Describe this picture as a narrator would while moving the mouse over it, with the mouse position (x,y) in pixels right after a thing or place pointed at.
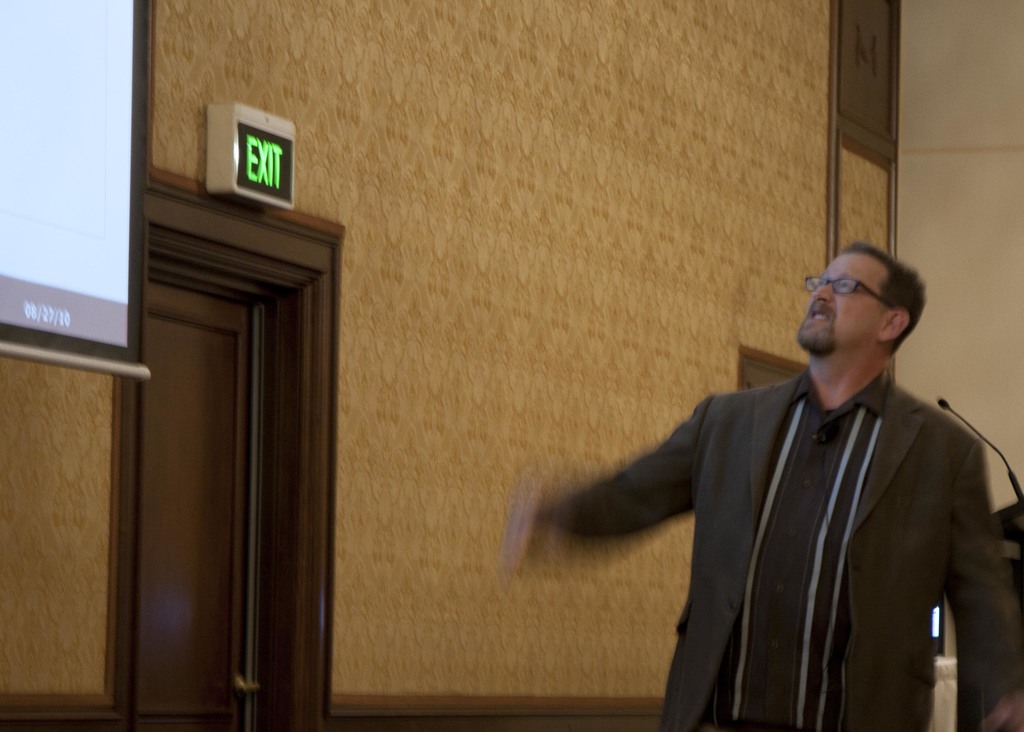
In this picture I can see a man (822,440) is standing, the man (827,411) is wearing spectacles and suit (984,464). On the right side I can see a microphone (1001,453). On the left side (243,233) I can see wall (481,301), door (189,434) and a projector screen (92,228).
